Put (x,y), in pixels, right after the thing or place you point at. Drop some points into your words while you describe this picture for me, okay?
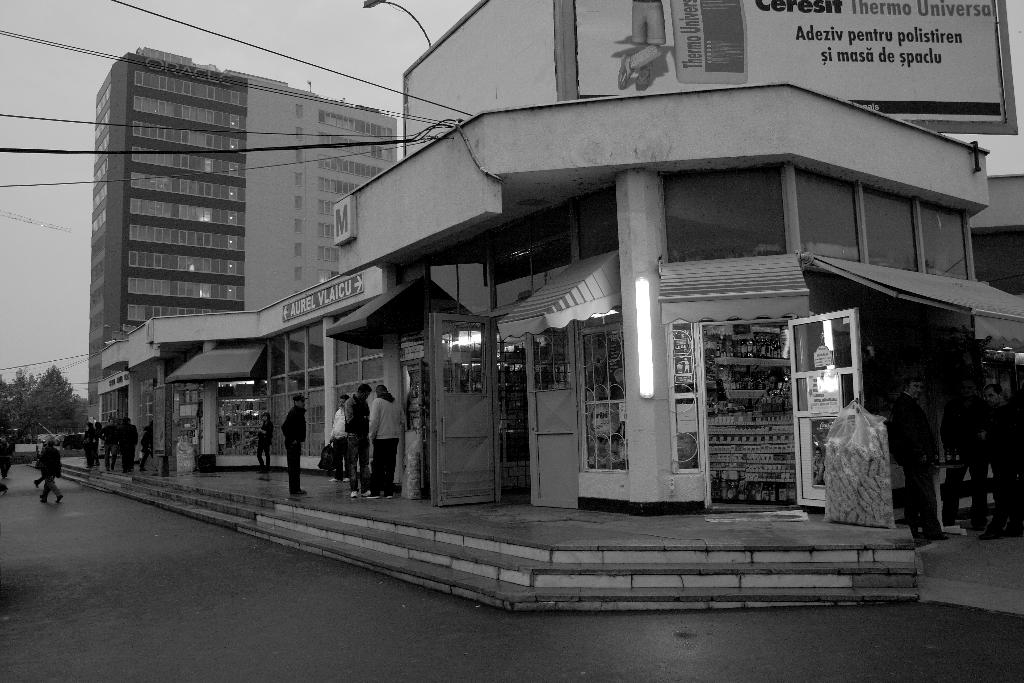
There is a road (151,612) in front of a shopping complex (573,421). There is a light (650,319) attached to the wall (633,287) of the shopping complex (654,355). Here are some people (917,431) standing in front of the shop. Here is an advertisement poster (812,49) on the building (438,111). We can see some wires (459,123) from this building (462,146) to somewhere else. There is a light (405,11) on the building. In the background (124,448) there are some people (131,428) walking. Beside the building (118,278) there is a tree (42,404). And we can observe a sky (35,257) here.
